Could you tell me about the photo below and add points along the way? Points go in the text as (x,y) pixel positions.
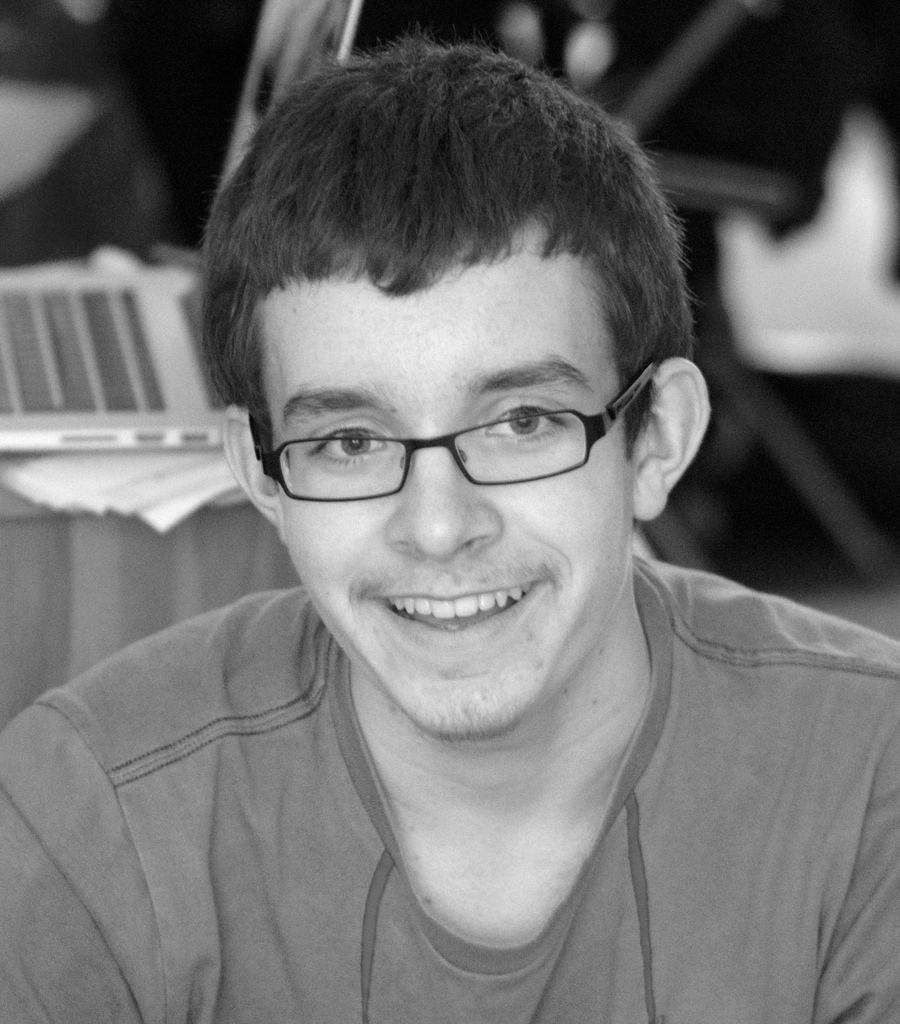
In the picture I can see one person (517,601) wearing a spectacles (403,468), behind we can see some objects (36,582).
